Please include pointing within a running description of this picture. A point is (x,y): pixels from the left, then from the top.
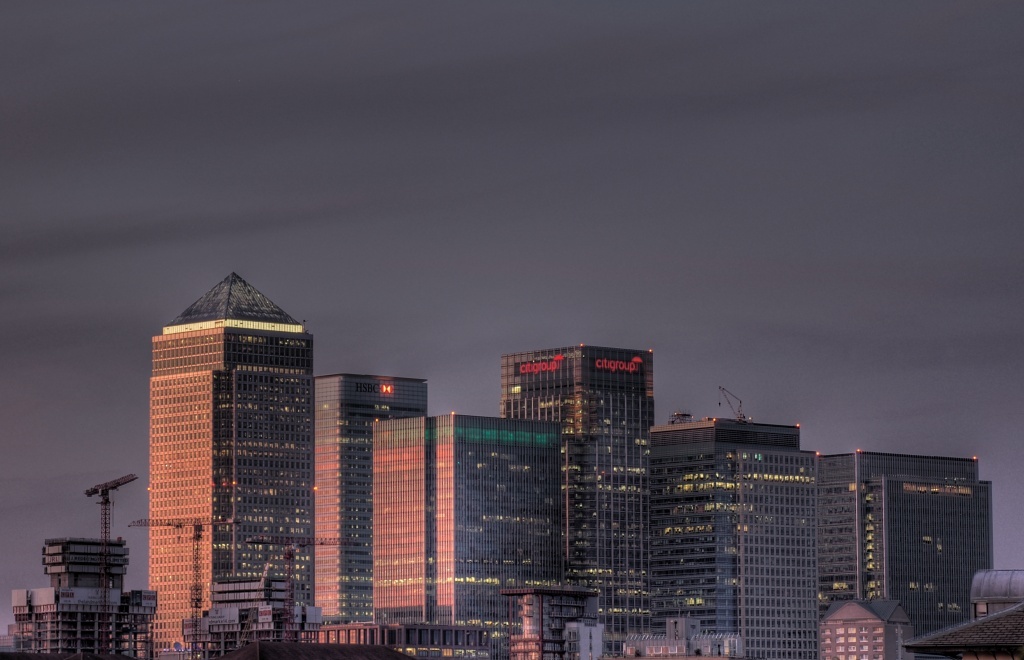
This is a picture of a city (195,348), where there are buildings (397,496), and in the background (29,287) there is sky (1019,399).
